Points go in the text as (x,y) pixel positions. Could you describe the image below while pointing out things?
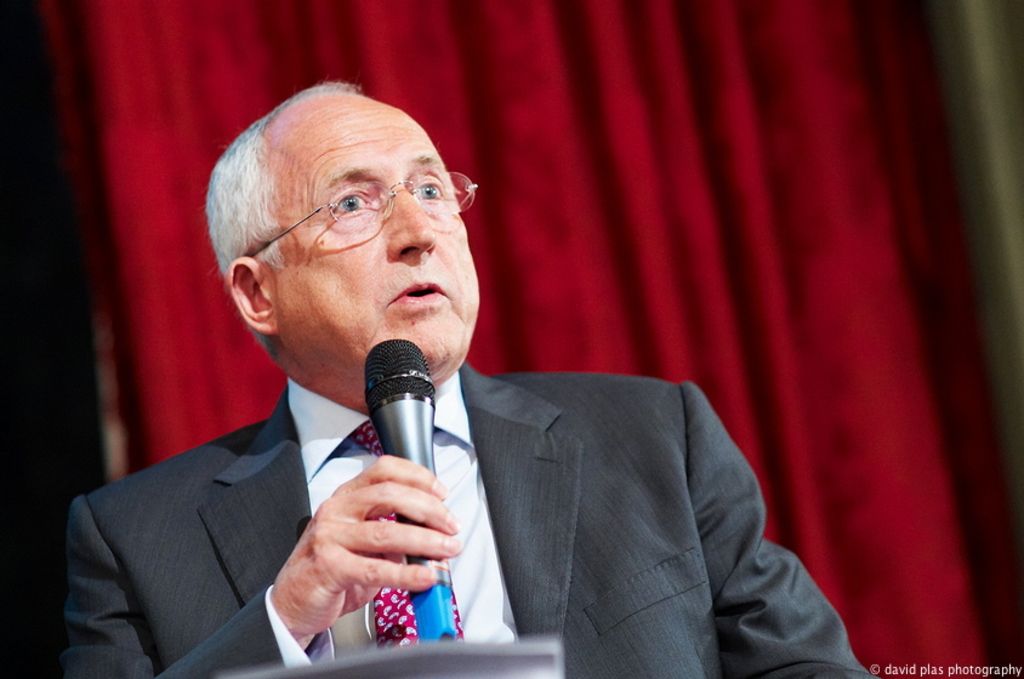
In this image I can see a man (326,110) and he is holding a mic (417,389). I can also see is wearing a specs (402,185).
